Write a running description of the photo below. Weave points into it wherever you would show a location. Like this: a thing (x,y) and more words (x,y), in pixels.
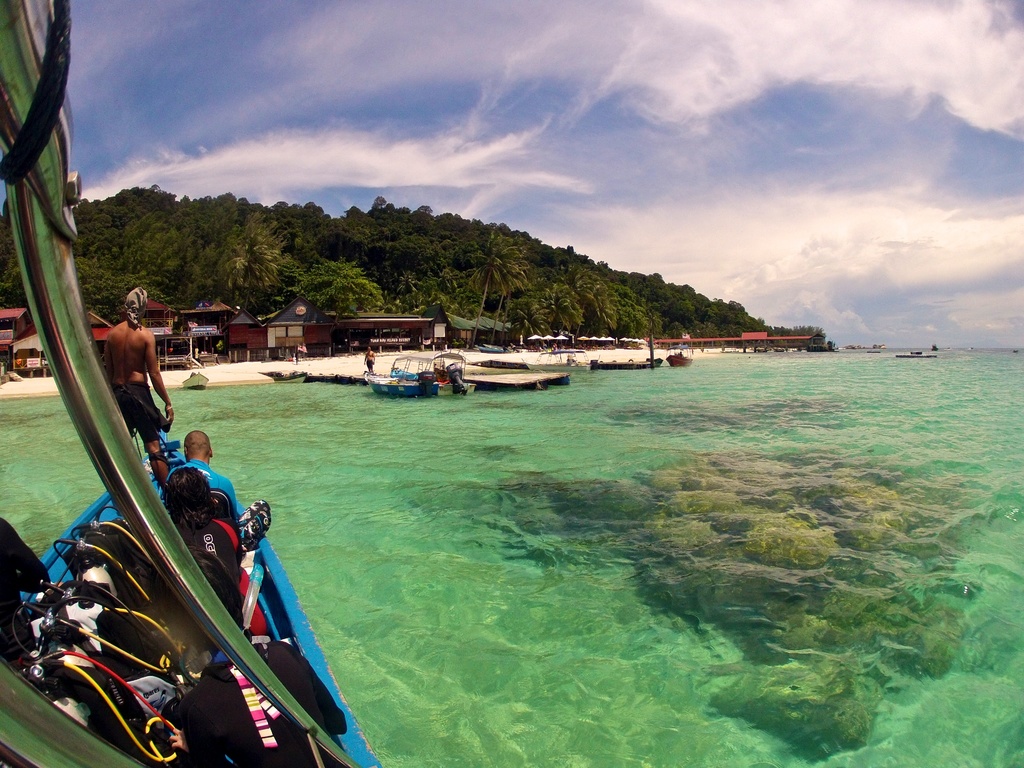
There is a sea (557,574) at the bottom of the image (677,521). We can see a boat (40,760) and people (186,487) on the left side of the image (119,447). In the background (411,316), we can see houses (243,339), boats (560,350), dock (521,373), land (520,359), mountains (409,265) and trees (457,255). At the top of the image (459,78), we can see the sky (310,89) with clouds (610,85).
